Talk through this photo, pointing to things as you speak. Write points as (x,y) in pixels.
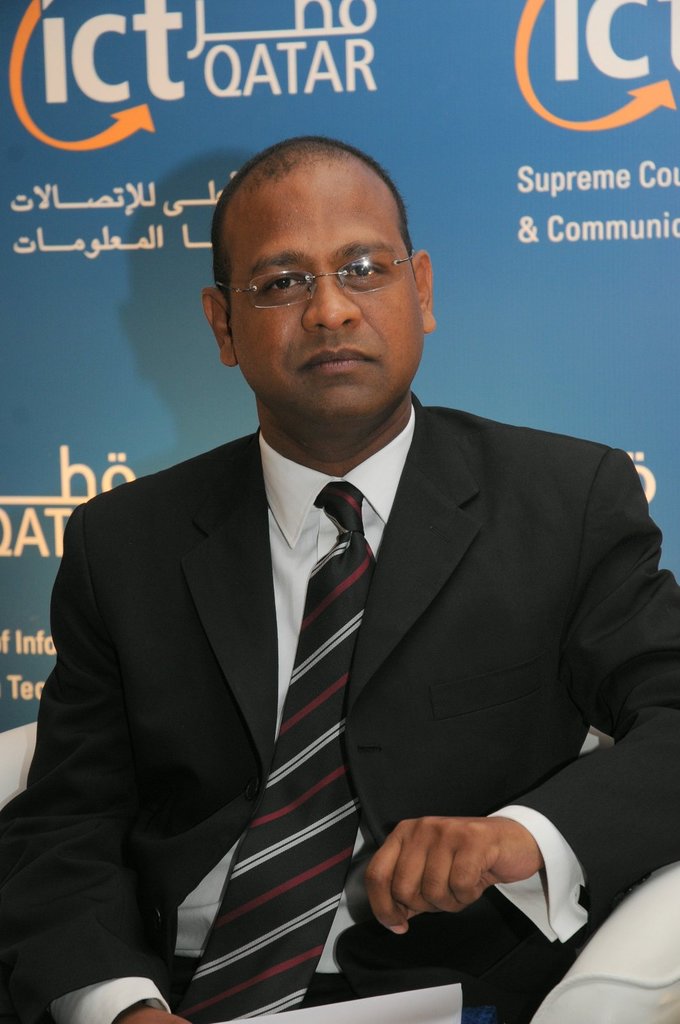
In this picture there is a person (403,560) in black suit (546,581) sitting on a couch (4,750) holding a paper (339,1010). Behind him there is a banner (450,129), on the banner (192,115) there is text (526,219).
